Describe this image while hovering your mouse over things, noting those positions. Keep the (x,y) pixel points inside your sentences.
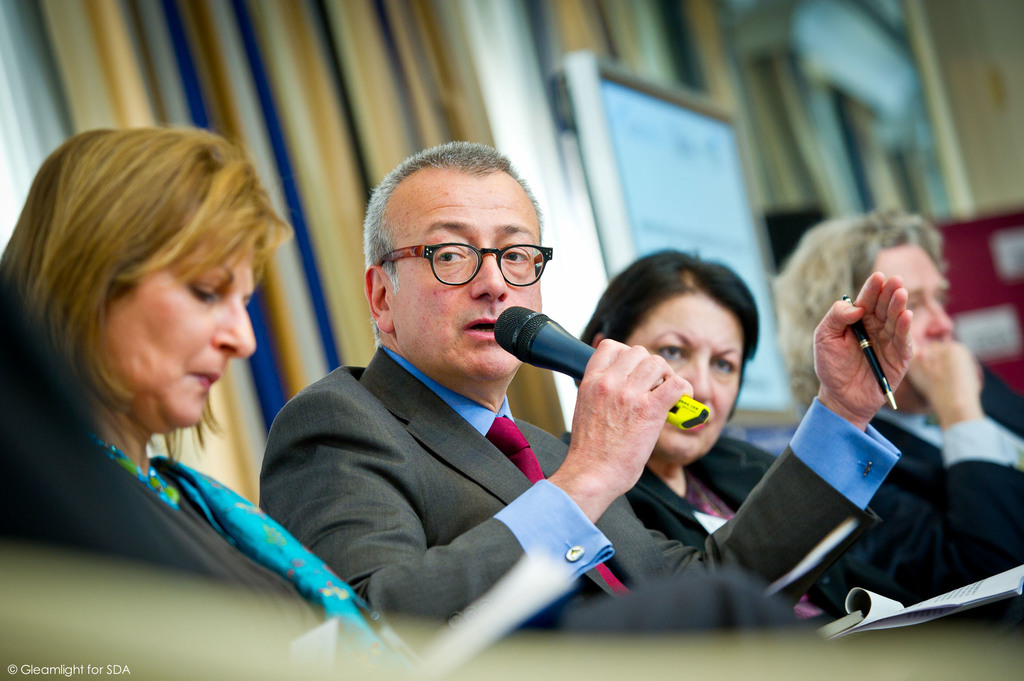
There is a man (362,406) in the center of the image (396,440), by holding a mic (595,351) and a pen (869,361) in his hands (854,356) and there are people (638,485) on both the sides, it seems like there is a poster (603,186) and curtains (454,98) in the background (583,218).
